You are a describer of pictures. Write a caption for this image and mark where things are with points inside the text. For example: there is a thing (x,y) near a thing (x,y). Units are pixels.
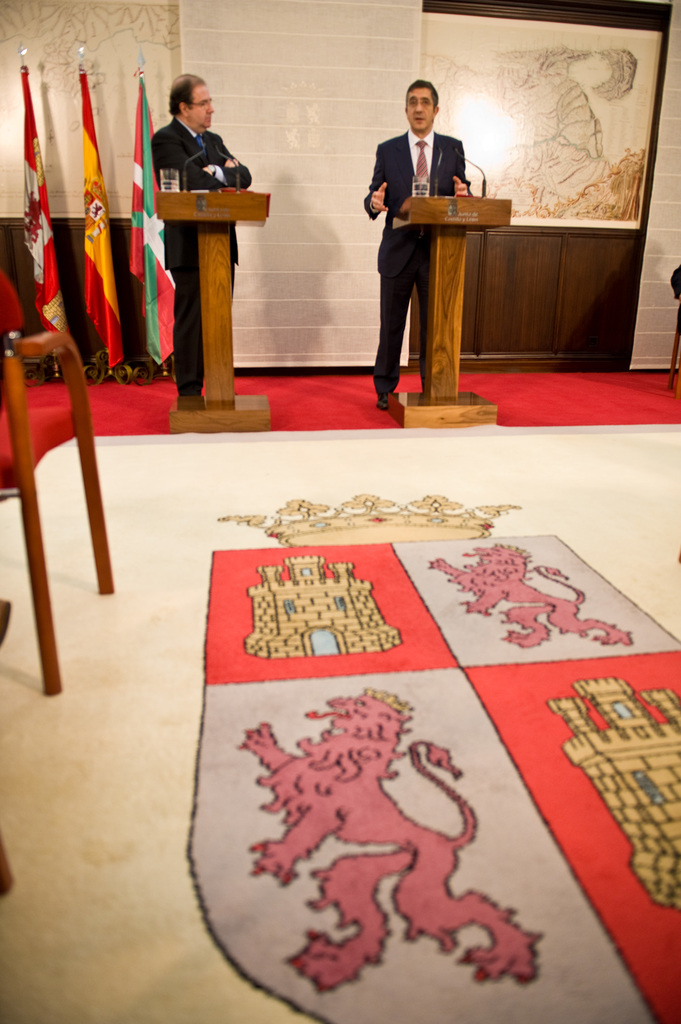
There are two persons (433,121) standing, and wearing suits (374,180). One of them is speaking and other one is listening to him. in front of them there are stands (425,208) which are made up with wood (454,393). In the background (332,239), there is a wall (283,41), photo frame (551,107), flags (165,325), carpet (137,396), and some other materials (102,372). In front of them, there are chairs (8,350), flag (506,598), and some other materials (406,594).
